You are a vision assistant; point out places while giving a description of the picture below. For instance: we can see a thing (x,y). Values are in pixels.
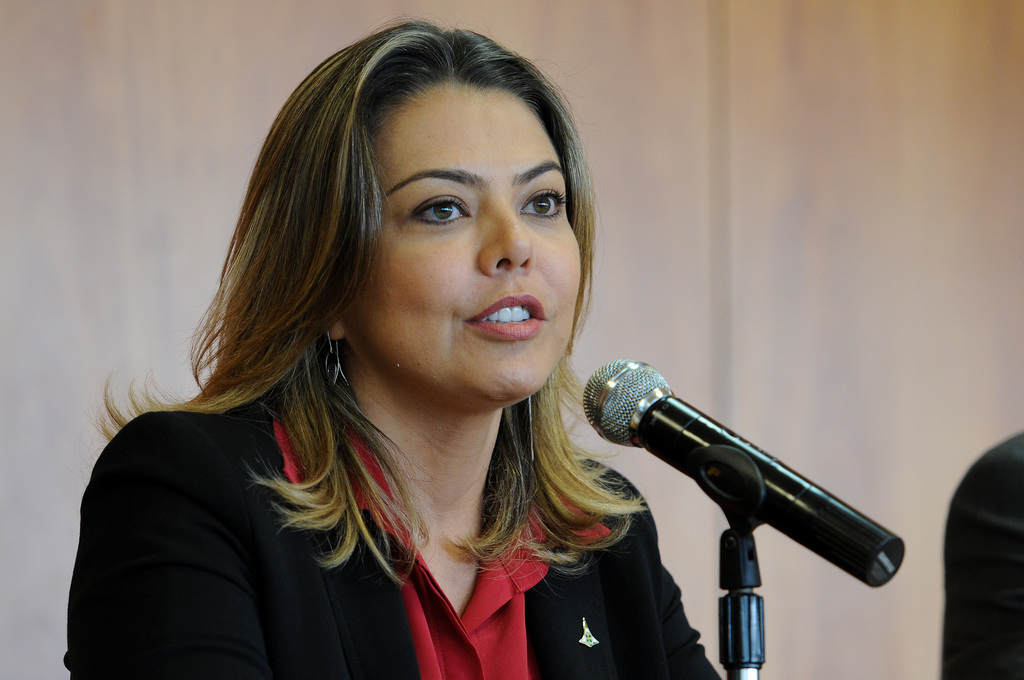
A beautiful woman (465,350) is speaking in the microphone (599,403). She wore black color coat (266,603), red color shirt (481,611).
